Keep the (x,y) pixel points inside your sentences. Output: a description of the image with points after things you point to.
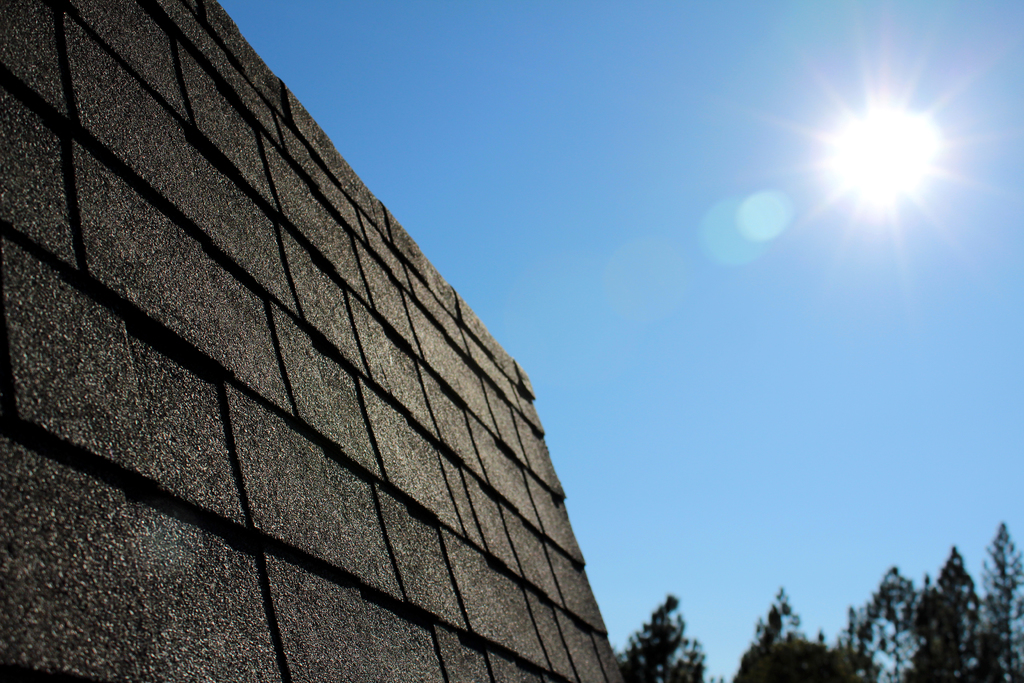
In this image, there is a wall (394,417). At the bottom right side of the image (776,668), there are trees (906,643). In the background (890,279), I can see the sun (884,203) in the sky (892,202).
